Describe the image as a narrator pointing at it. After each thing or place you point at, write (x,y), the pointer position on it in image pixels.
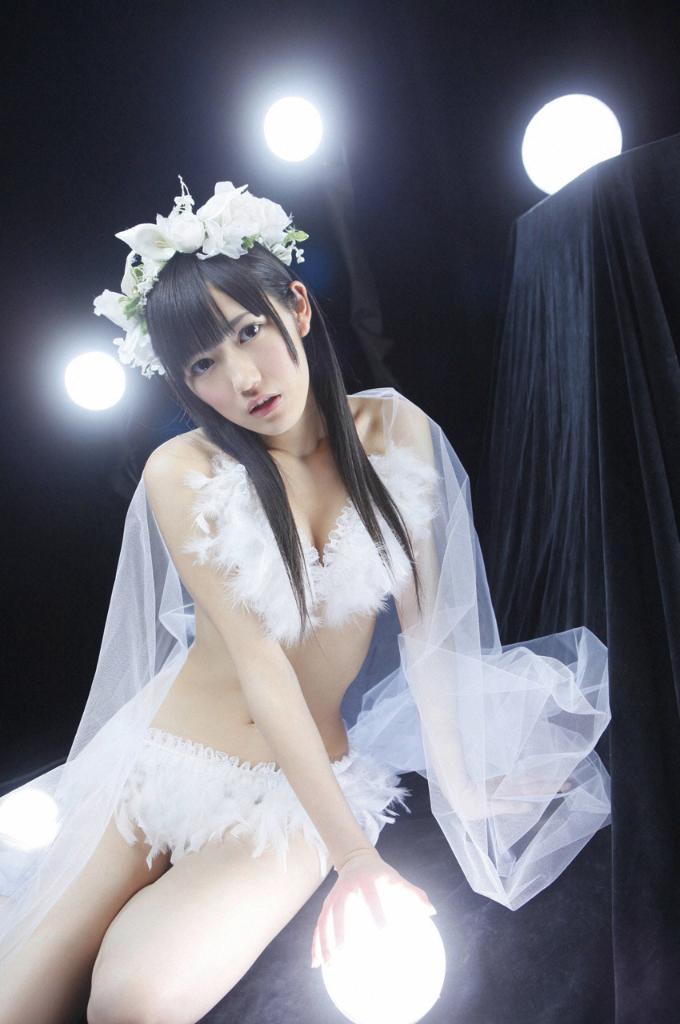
There is a girl (282,266) holding a light bulb (412,929) in the foreground area of the image (310,578), there are spotlights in the background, it seems like a black curtain (571,357) on the right side (579,592).
